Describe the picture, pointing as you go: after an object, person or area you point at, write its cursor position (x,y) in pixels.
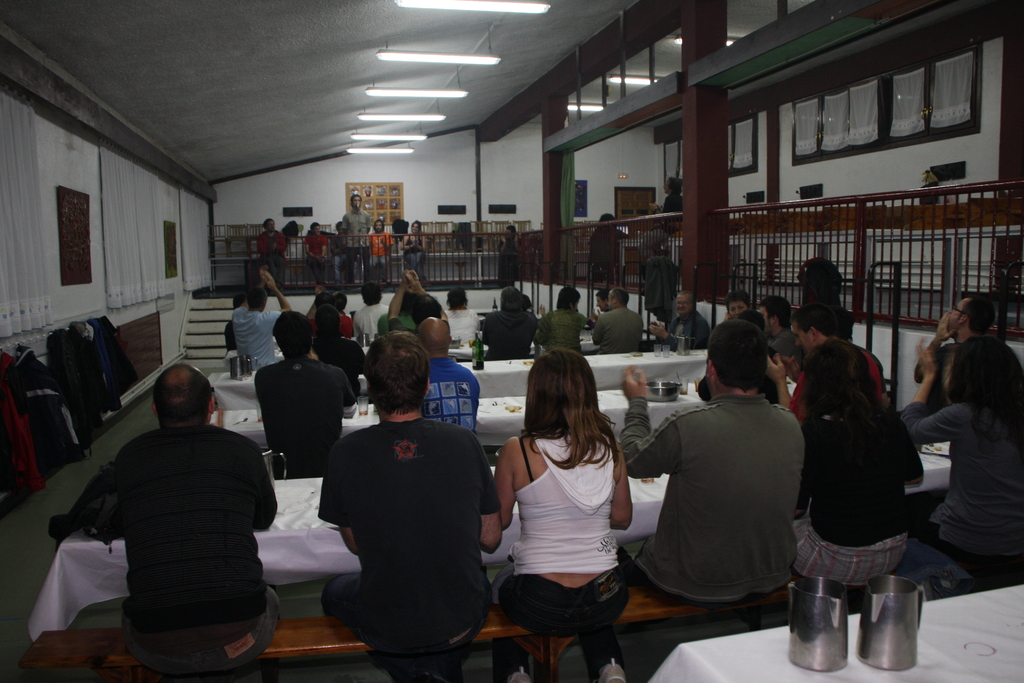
In the image there are people (444,553) sitting on bench (71,639) in front of table (808,680) inside a building (102,85), in the back (418,232) there are few people (375,226) sitting and standing behind fence (320,262) and there are lights (411,92) over the ceiling (403,27).
